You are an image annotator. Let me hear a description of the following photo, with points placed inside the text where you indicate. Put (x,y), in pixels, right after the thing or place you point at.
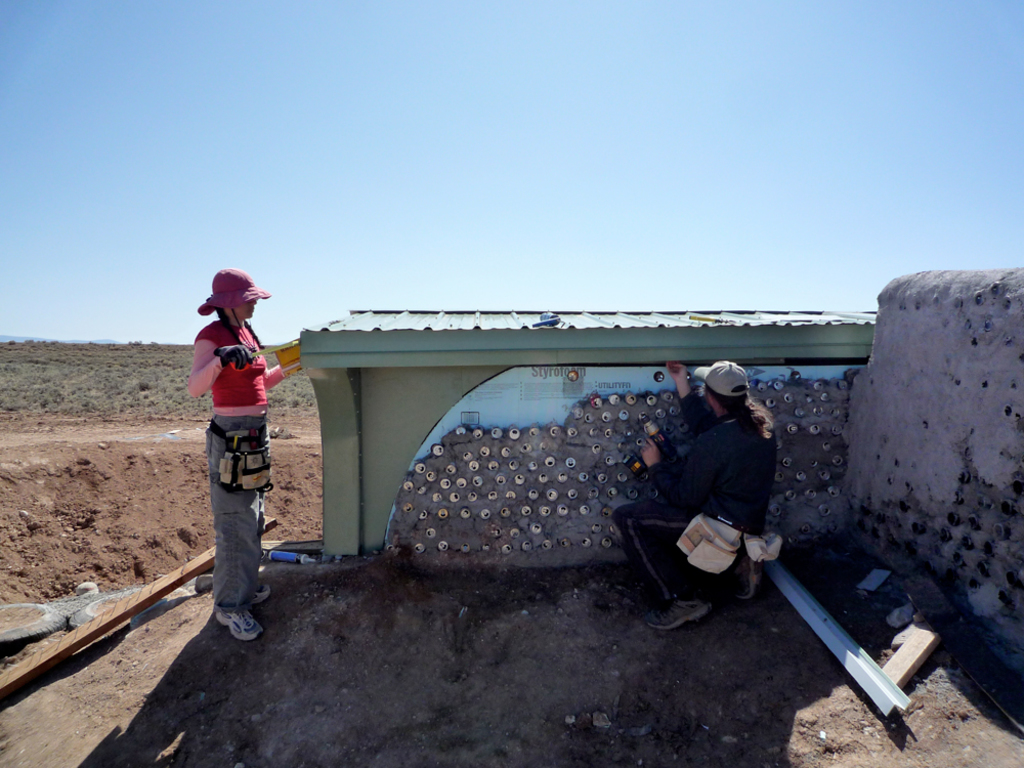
In this image in the center (625,512) there are two woman (714,484) one woman (714,484) is sitting, and she is doing something and one woman (205,371) is standing and she is holding something. And in the center (482,368) it looks like a wall (560,477), and on the wall (784,443) there are some things (430,529). At the bottom (415,647) there are some wooden poles (105,627), mud (108,586) and in the background (64,418) there is sand (161,420). At the top of the image (496,170) there is sky (496,170).
